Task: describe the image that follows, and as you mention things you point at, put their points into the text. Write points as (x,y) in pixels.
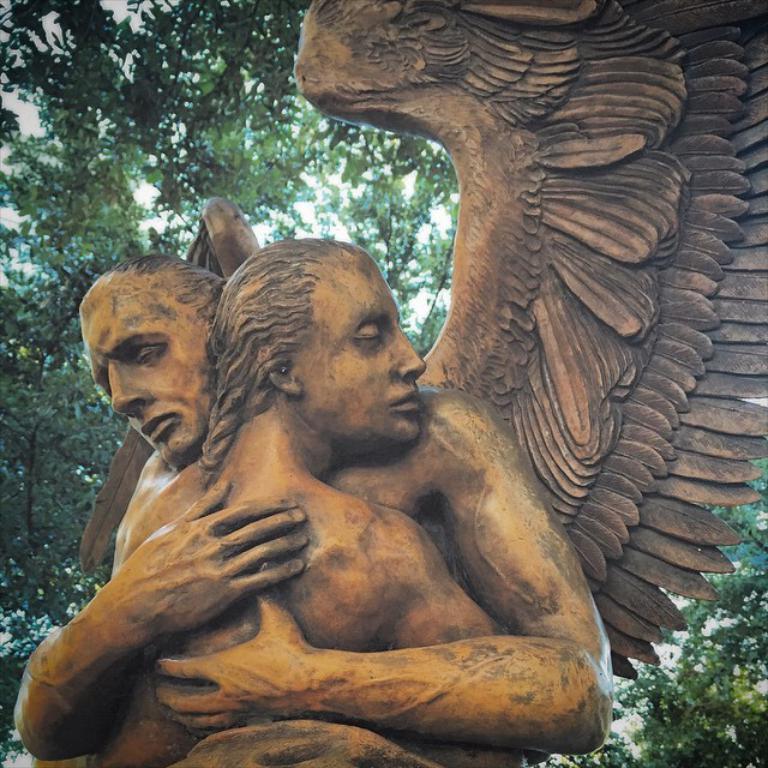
In this image I can see a sculpture (169,515). There are trees (127,195) at the back (97,195).
